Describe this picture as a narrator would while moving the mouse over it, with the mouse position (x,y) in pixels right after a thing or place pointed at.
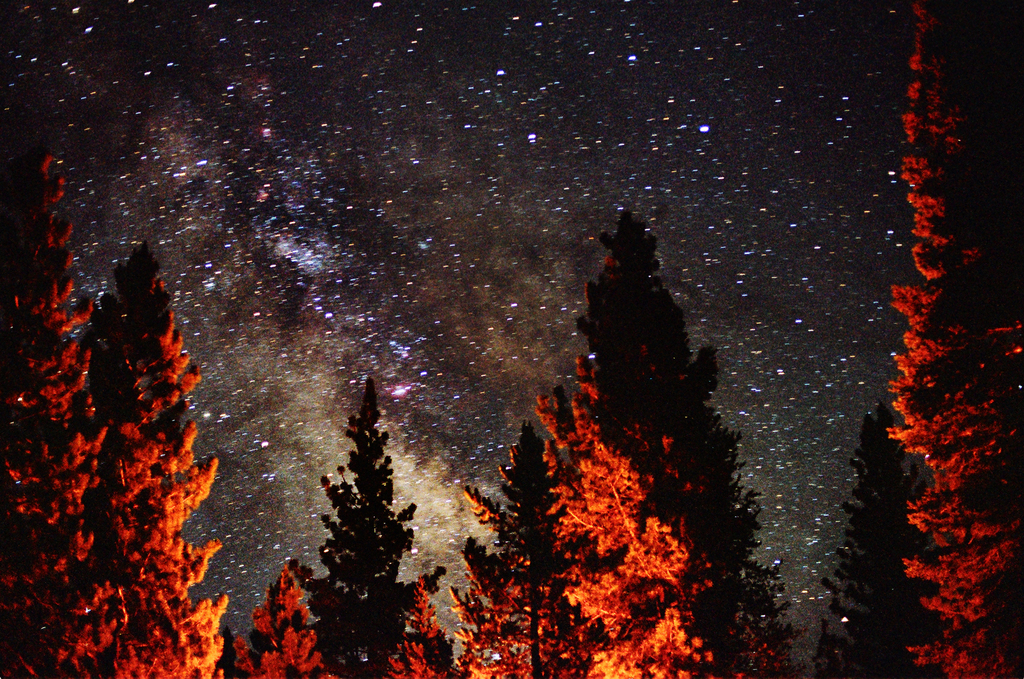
In this image there are some trees (941,389) and on the trees (129,479) there is some light (164,517), and in the background (510,99) there is sky (501,166) and some stars (479,290).
